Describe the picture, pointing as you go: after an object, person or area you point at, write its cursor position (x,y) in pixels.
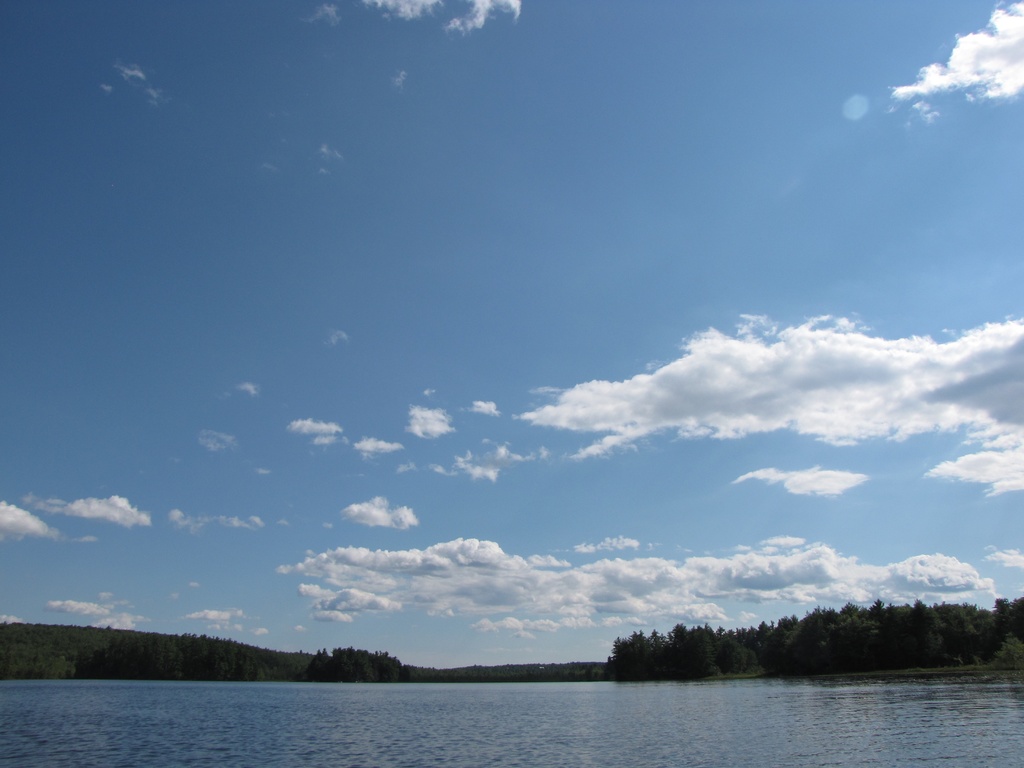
In this picture I can see water (487,735), trees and I can see a blue cloudy sky (460,385).
